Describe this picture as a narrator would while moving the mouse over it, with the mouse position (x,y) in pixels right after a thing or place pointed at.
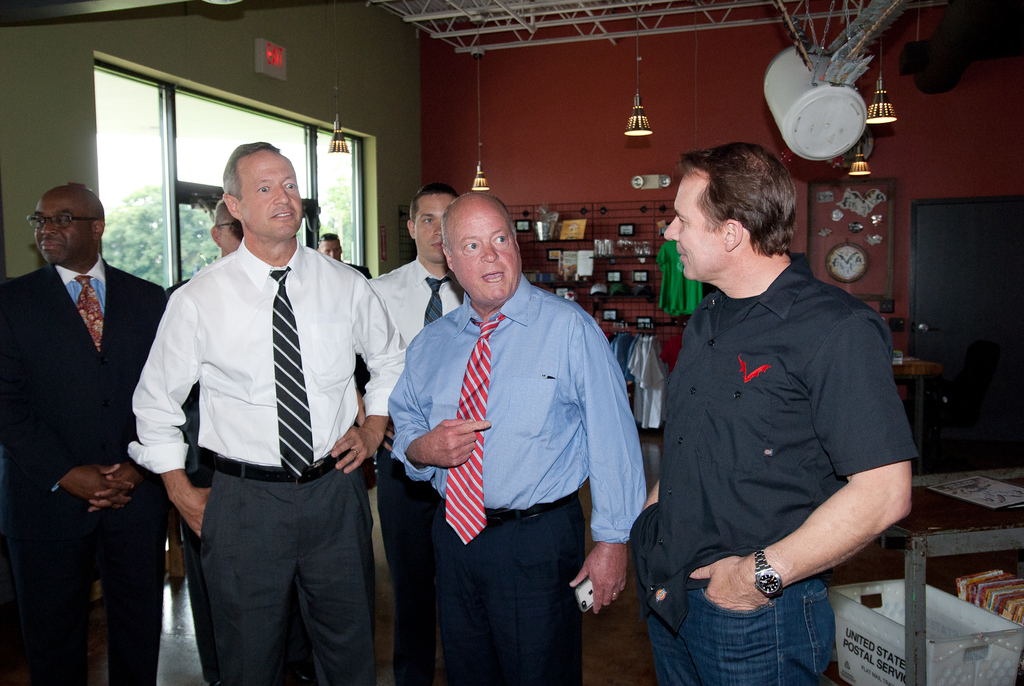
In this image there are some persons (464,416) are standing in middle of this image (358,319) and there is a wall (679,124) in the background (627,123). There are some objects (594,248) are kept in middle of this image (623,231) and there is one table (925,544) at bottom right corner of this image (954,594) and there are some lights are arranged at top of this image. There is a glass door (181,224) at left side of this image (180,238).
